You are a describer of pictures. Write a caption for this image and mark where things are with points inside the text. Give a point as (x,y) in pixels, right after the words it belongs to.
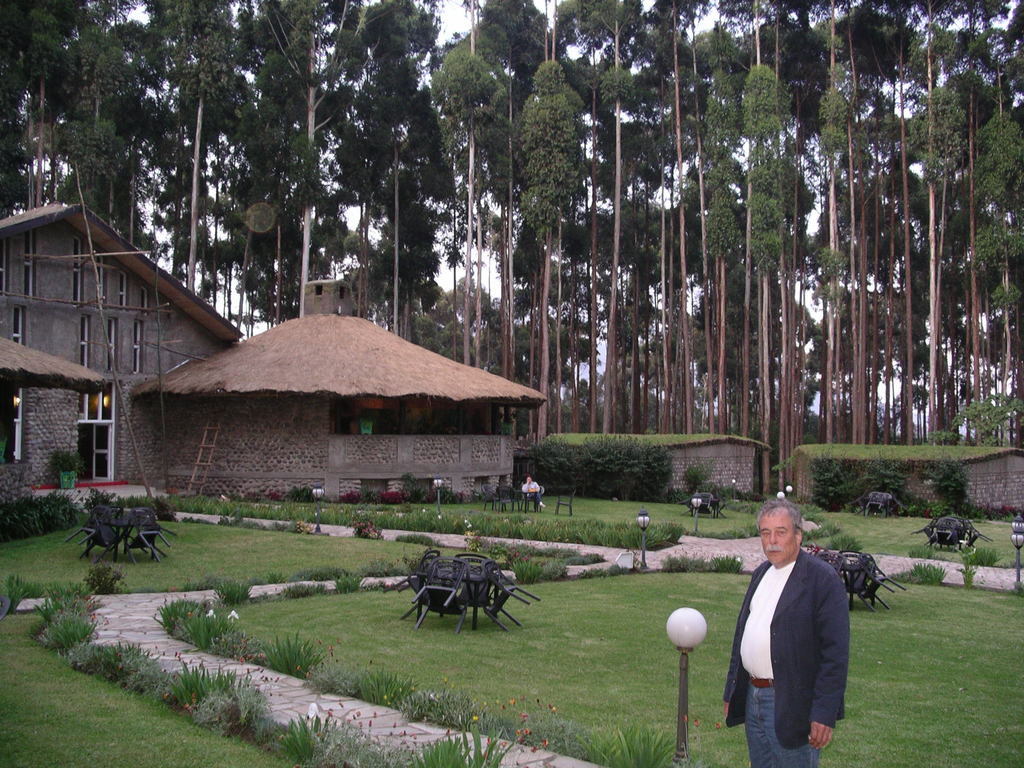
In the foreground (503,560) I can see a person (733,706) is standing on the grass (647,705), light poles (682,631), chairs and plants (562,571). In the background (781,482) I can see a person (525,486) is sitting on a chair (537,500), shed (581,437), ladder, houses (191,456), trees (377,298) and the sky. This image is taken may be during a day.
